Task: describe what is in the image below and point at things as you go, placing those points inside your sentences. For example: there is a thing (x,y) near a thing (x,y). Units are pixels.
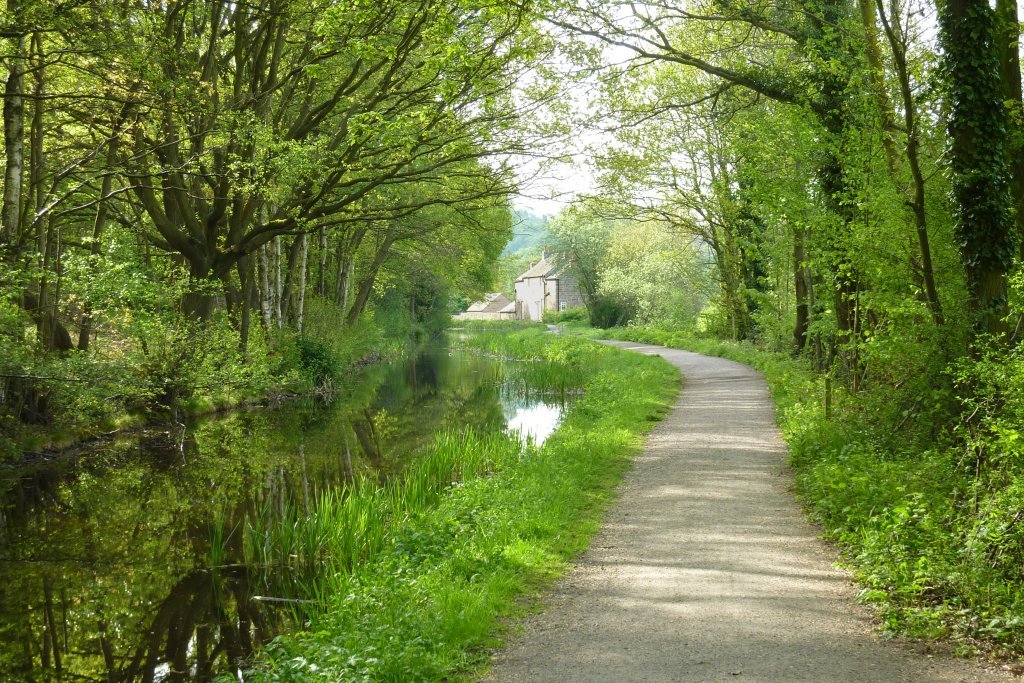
In the foreground of this image (760,544), there is a path (754,511). On the right (728,326), there are trees (934,334). On the left (56,355), there are trees (352,254), water (486,411) and the grass (604,398). In the background (540,267), there are few houses (552,273) and the sky (571,180).
